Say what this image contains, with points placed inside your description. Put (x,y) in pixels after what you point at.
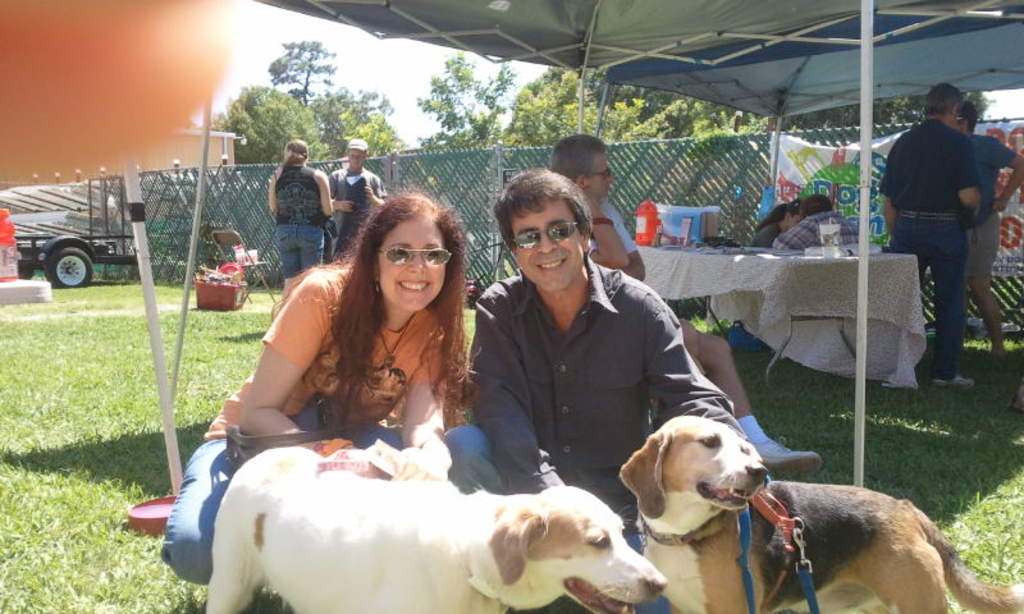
Here there are 2 dogs (425,502), 2 persons (568,447). Behind them there are few people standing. And there is a table (754,292), fence (102,268), tree (593,117) and a sky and a vehicle (63,261).
